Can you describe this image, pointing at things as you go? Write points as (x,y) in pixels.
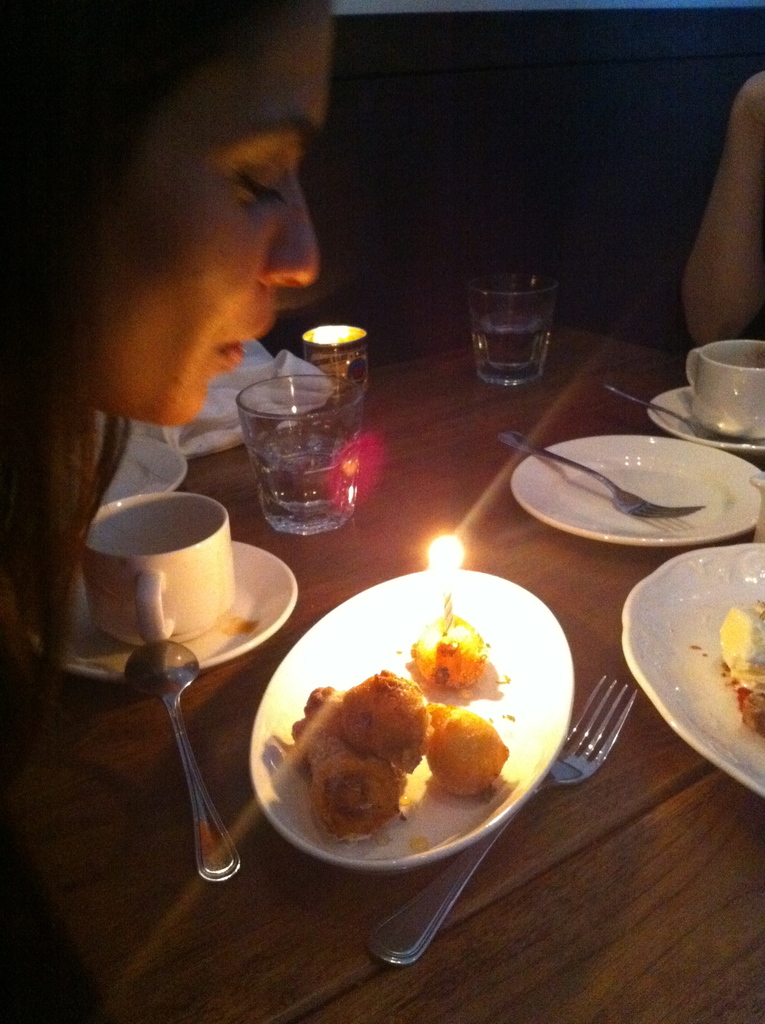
In this image I can see the brown colored table (540,893) and on the table (607,929) I can see few plates (516,744), few cups (749,385) on the plates (250,557), few spoons (686,418), few forks (614,507) and few candles (451,584). I can see a person's face (223,277) and the black colored background (536,99).
